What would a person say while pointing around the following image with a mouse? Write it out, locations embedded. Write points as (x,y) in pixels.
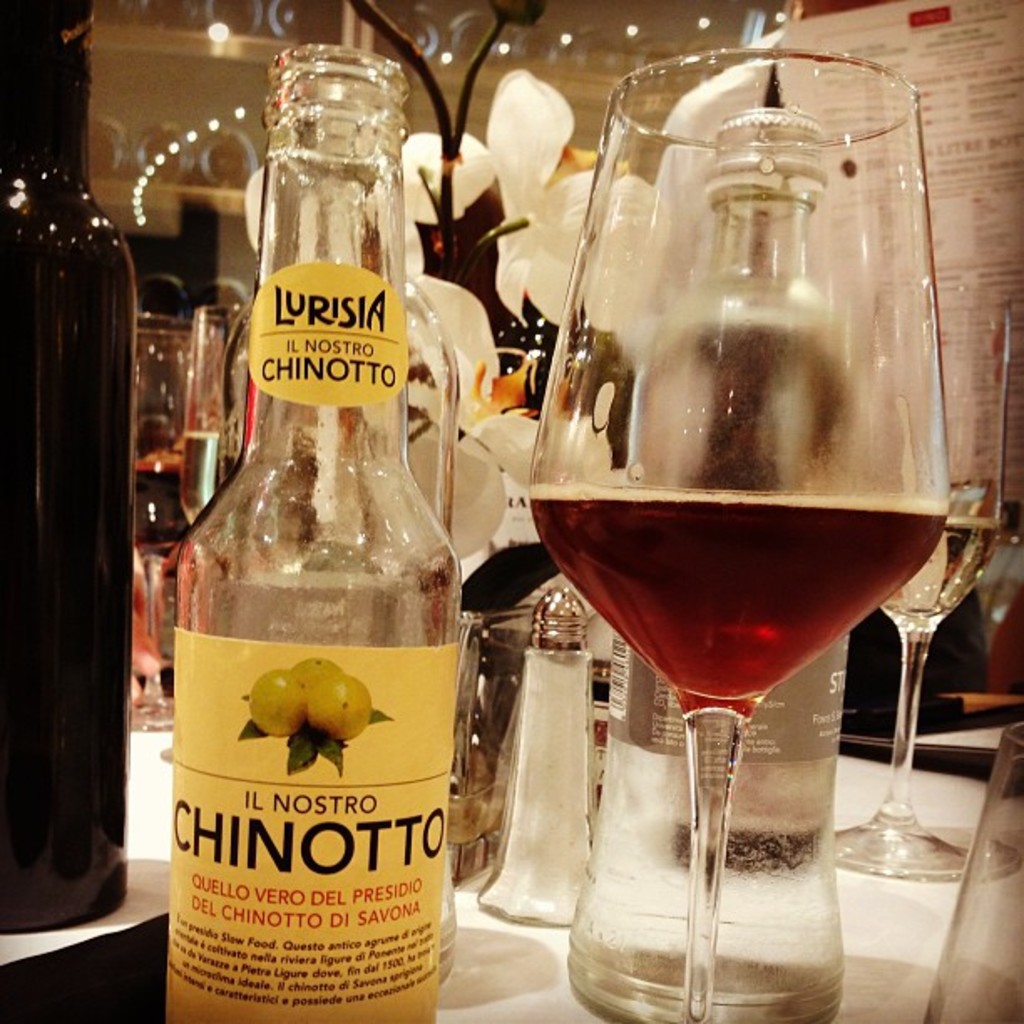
this picture shows few bottles (417,370) and wine glass (584,469) on the table (581,1008).
